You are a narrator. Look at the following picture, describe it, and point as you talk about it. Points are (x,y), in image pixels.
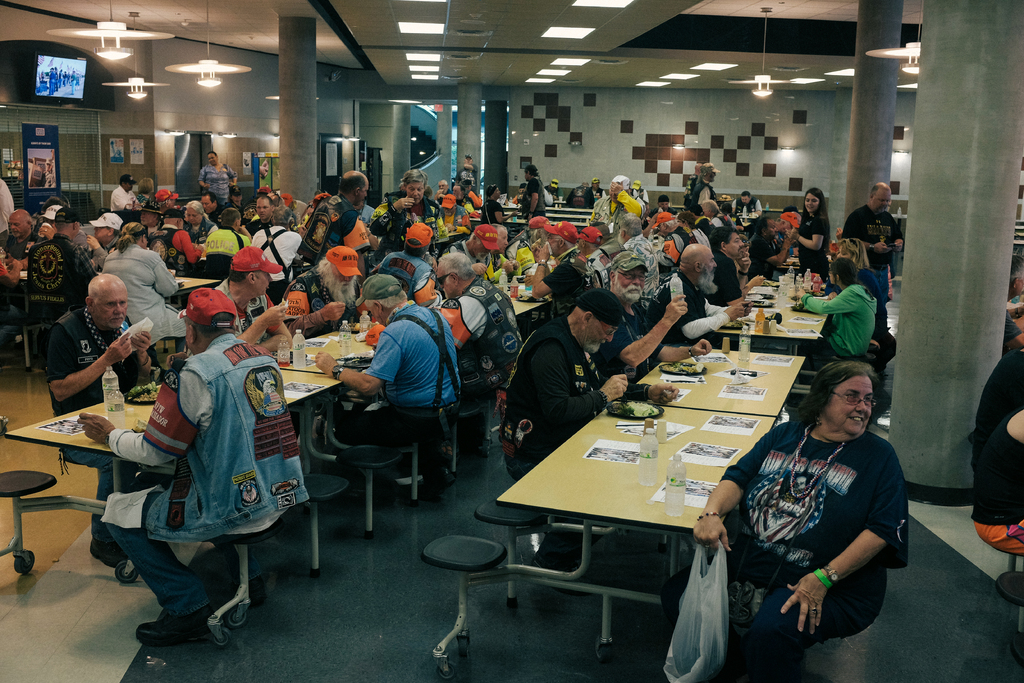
In this picture group of people (117,333) sitting on the chair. Few people (226,185) standing. We can see chairs (15,474) and tables (656,381). On the table (760,365) we can see paper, bottle (761,330), plate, food (666,369). On the background (618,150) we can see wall (566,137) and pillars (466,115). On the top (571,36) we can see lights (718,70). This is television (60,70).
